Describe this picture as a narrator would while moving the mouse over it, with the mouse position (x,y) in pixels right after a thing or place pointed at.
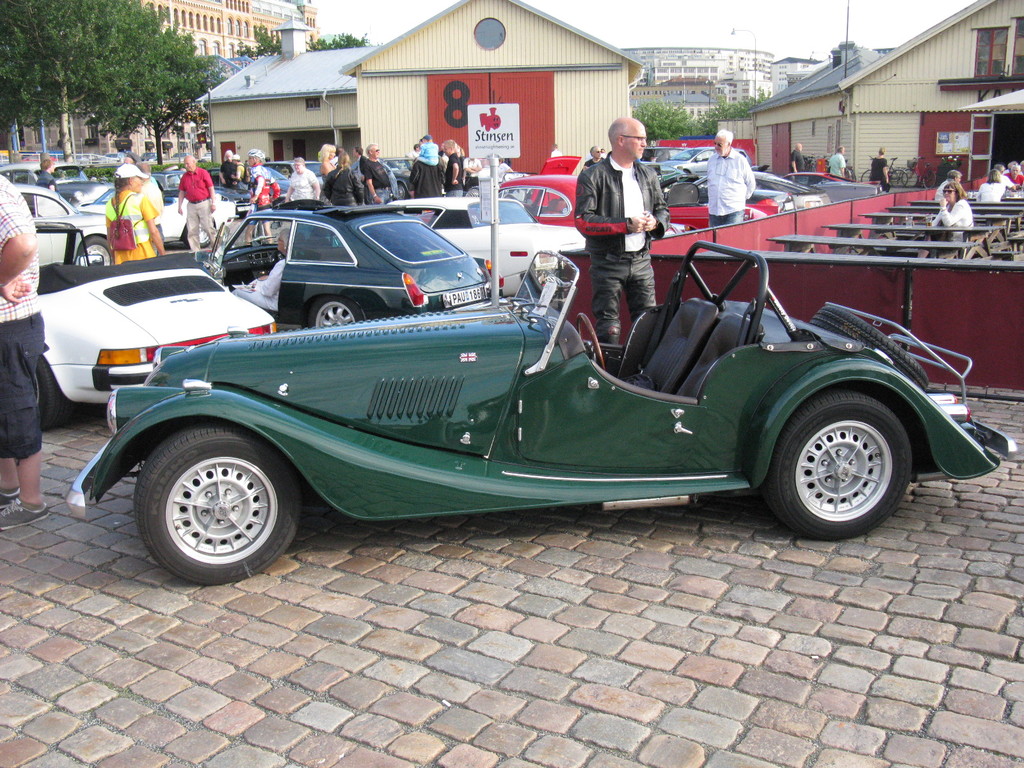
In this picture I can see group of people (615,148) standing. I can see vehicles (278,218), buildings (534,160) and trees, and in the background (707,23) there is the sky (720,19).
